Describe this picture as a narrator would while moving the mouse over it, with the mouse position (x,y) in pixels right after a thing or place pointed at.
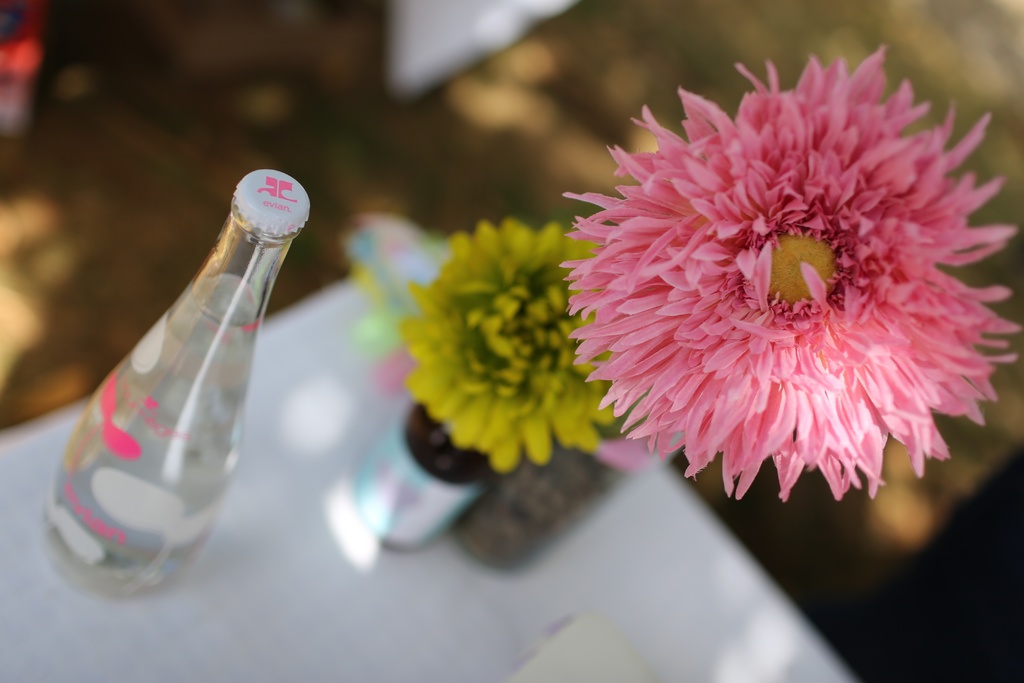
This picture shows a water bottle (299,208) and two flowers (531,417) on the table (398,604) a flower (671,299) is pink in colour and other one is yellow in colour.
